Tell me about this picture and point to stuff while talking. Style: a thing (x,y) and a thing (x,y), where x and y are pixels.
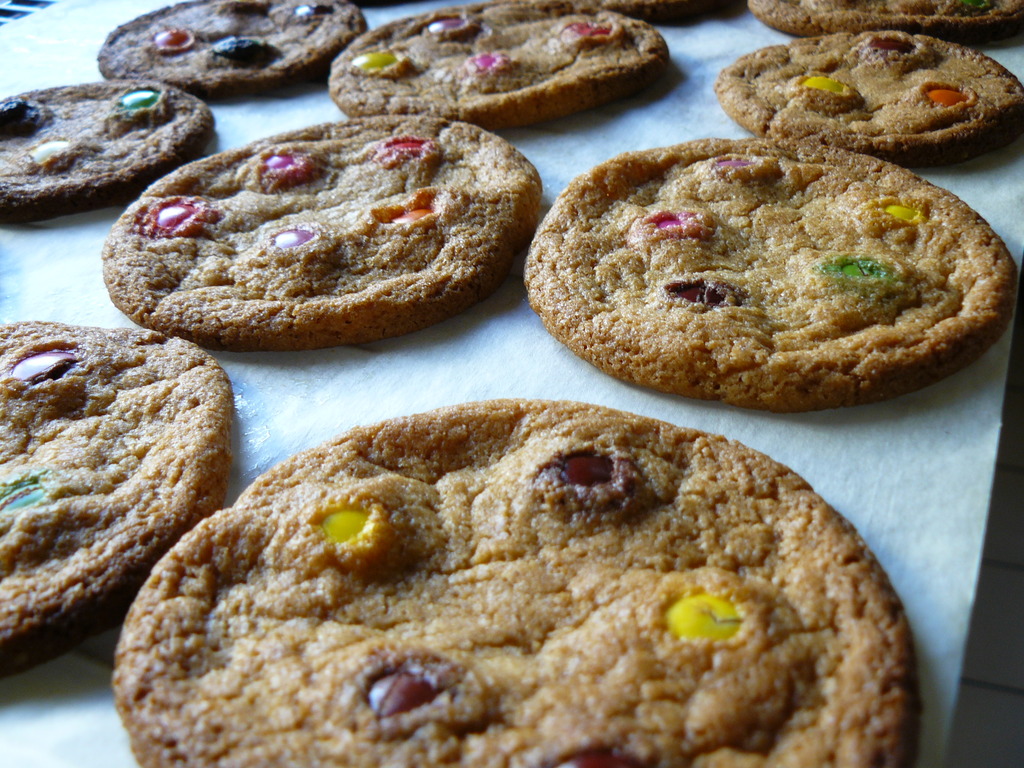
In this image we can see cookies (562,216) on the tissue (46,45).
